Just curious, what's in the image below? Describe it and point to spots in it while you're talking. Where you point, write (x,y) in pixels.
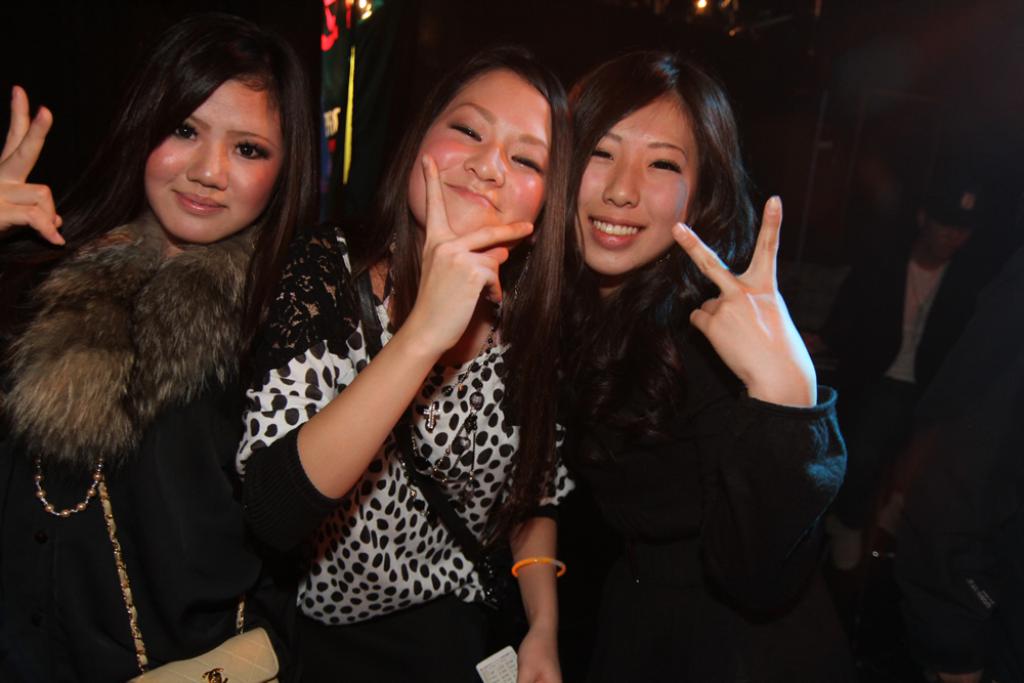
In the image there are three women (314,355) in black and white dress (455,430) showing peace symbol (443,308) and smiling.
